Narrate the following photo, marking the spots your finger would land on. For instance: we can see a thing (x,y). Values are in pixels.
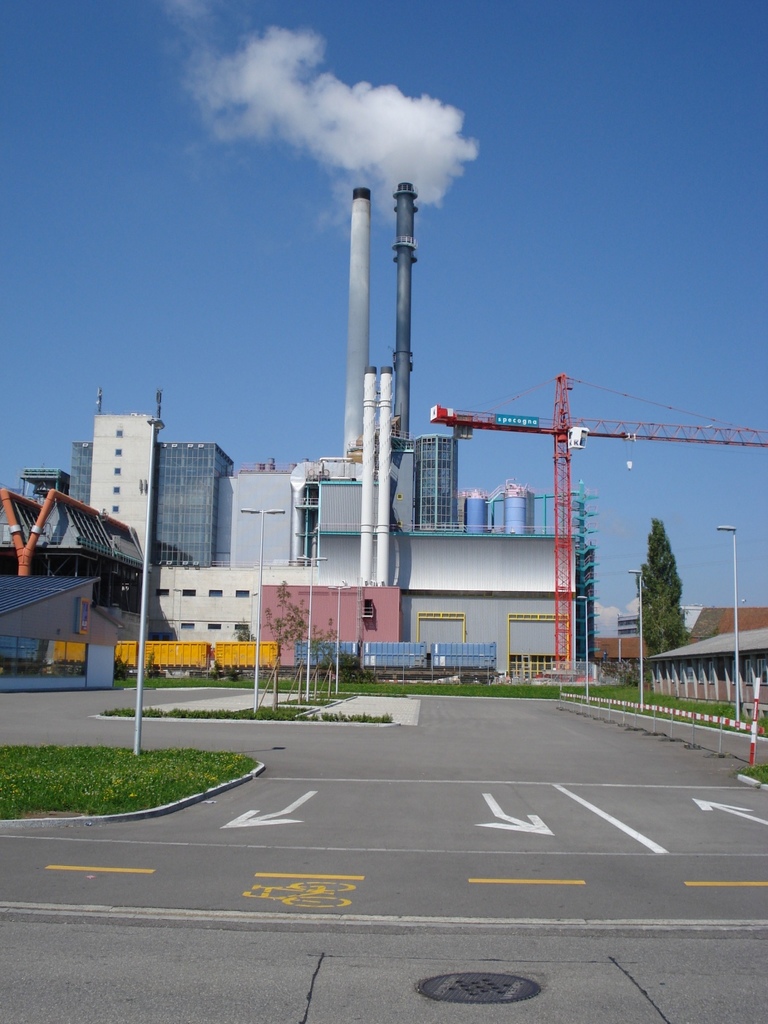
In this image there is the sky (594,160) towards the top of the image (186,322), there are towers (356,266), there is smoke (426,134), there are buildings (426,548), there are poles (260,568), there is ground (436,933) towards the bottom of the image (720,939), there is grass (632,690), there are street lights (642,574), there is a tree (657,587), there are objects (297,658) on the ground (480,702).
